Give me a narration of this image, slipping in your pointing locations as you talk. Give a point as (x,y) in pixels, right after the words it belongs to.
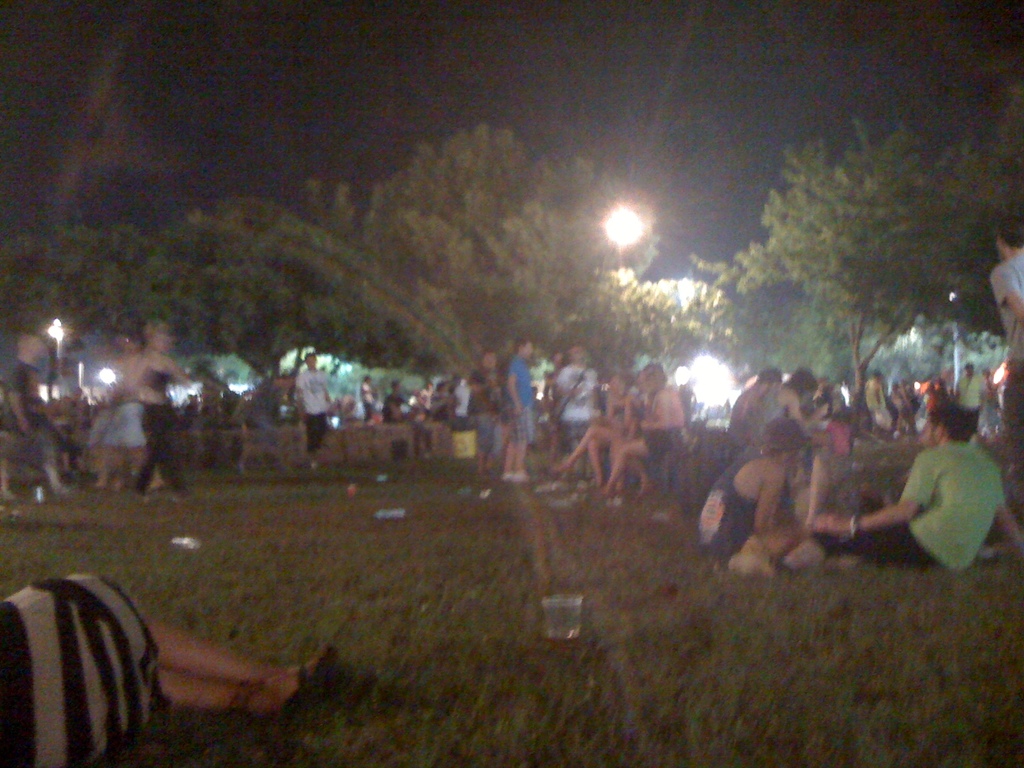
In the center of the image (362,310) we can see a group of people (577,366), trees (585,285), light (612,225), are present. At the bottom of the image (529,663) we can see a glass (576,635), ground (740,648) are there. At the top of the image (764,94) sky (604,177) is there.
